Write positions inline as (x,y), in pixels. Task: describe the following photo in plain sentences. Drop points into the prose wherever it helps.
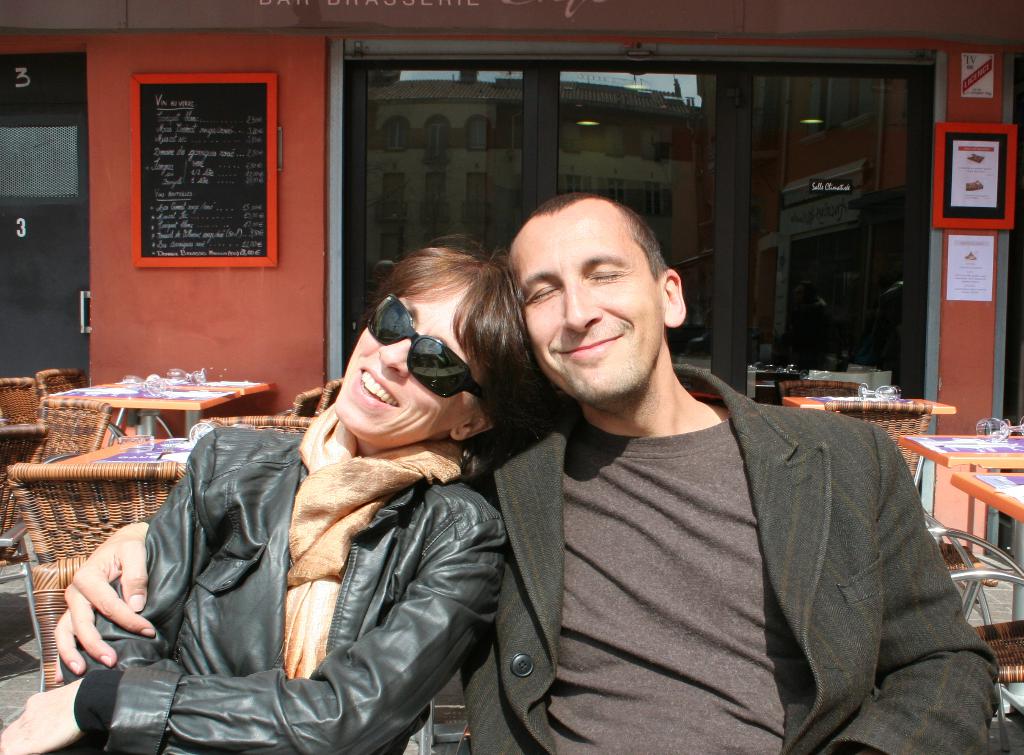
In front of the picture, we see a man (740,591) and the women (364,497) are sitting on the chairs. She is wearing the spectacles (416,370). Both of them are smiling and they are posing for the photo. Behind them, we see the chairs (105,474) and tables (101,446) on which glasses (136,440) and papers (174,443) are placed. On the right side (1012,500), we see the orange tables (948,458) on which the glasses (988,439) and papers (975,443) are placed. In the background (274,324), we see a wall (950,496) on which a black color board (162,154) with some text (157,202) written is placed. Beside that, we see a door (15,222). We see a glass door (715,241) from which we can see the buildings (619,181). On the right side (938,173), we see a board (1015,143) on which posters (974,189) are pasted, is placed on the wall (964,323).
